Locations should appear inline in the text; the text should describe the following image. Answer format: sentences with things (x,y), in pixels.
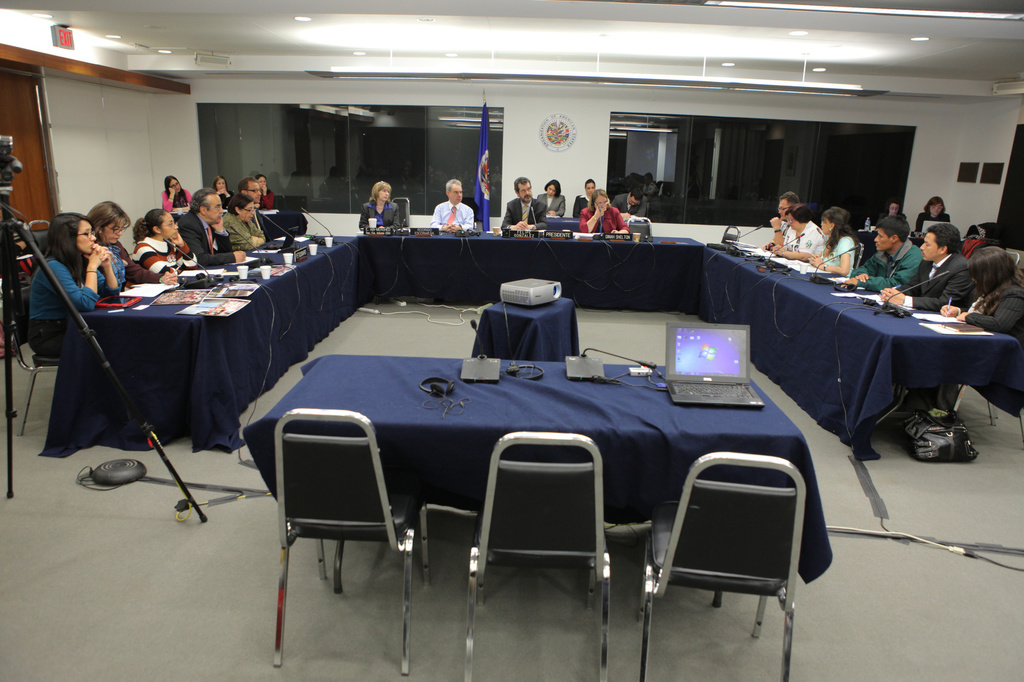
In a room (346,184) there are many people (925,272) sitting in front of the table (271,283). On the table (282,277) there are some files (197,301), cups (328,244). In the front (408,413) there is a table (549,403). On the table (613,408) there is a blue color cloth (636,409), laptop (716,367), projector (527,288), headphone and some chairs (511,517). In the left corner (19,177) we can see a video camera (3,177) a door (34,153). In the front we can see a flag (483,135), window (642,146). On the top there are lights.
